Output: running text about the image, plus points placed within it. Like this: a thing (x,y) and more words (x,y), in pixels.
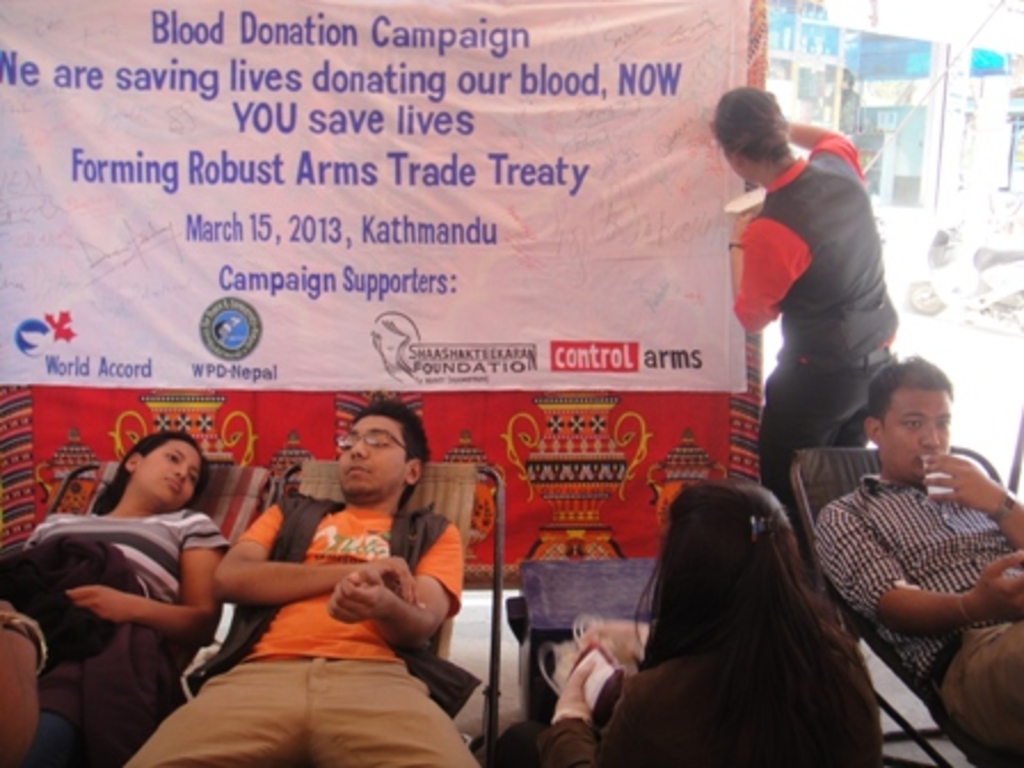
There are some people (304,635) sitting in the chairs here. There is a woman (650,683) sitting in front of them. In the background (779,445) there is a man (839,312) standing near the poster (395,153) which is regarding blood donation campaign. In the background (877,138) there are some buildings (883,140) here.
